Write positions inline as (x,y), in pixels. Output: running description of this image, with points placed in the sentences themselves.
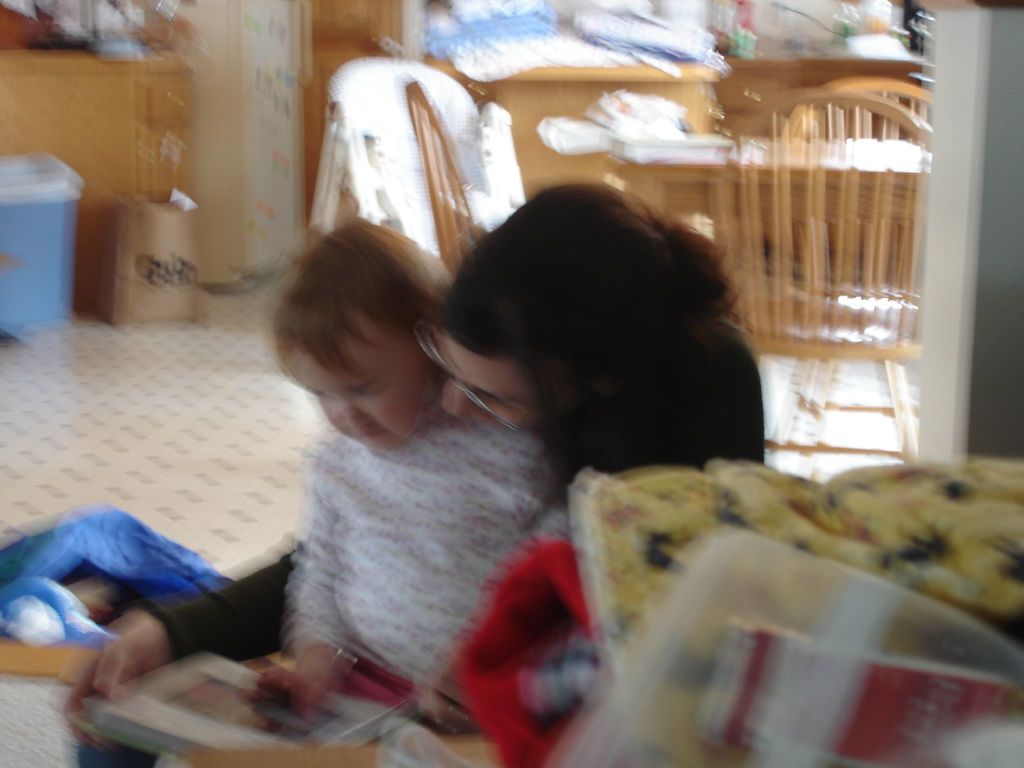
This picture shows a woman (707,354) seated and a baby (350,511) seated on her and we see a book (336,705) in their hands (292,693) and few chairs (360,109) and a table (671,183) and we see clothes (595,25) and a paper bag (135,291) on the floor (167,344) and another table (166,70) on the side and a plastic box (48,252).
